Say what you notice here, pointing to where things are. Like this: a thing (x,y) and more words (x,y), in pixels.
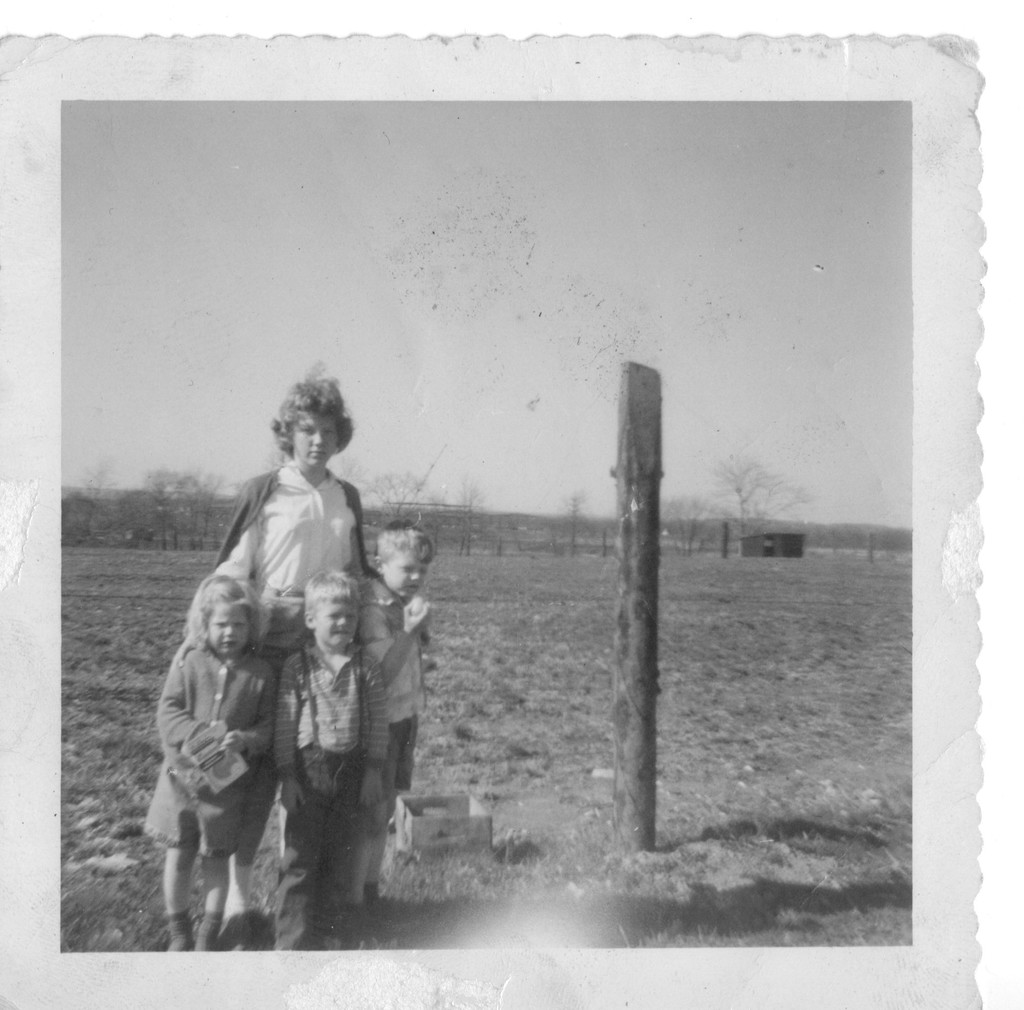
This is a black and white pic. We can see photograph (538,295) on a platform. In the photograph (514,655) we can see few persons (377,594) are standing on the ground (509,605) and there is a carton box (464,847) and pole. In the background (842,293) we can see a house (750,553), trees (196,508) and sky (191,198).
